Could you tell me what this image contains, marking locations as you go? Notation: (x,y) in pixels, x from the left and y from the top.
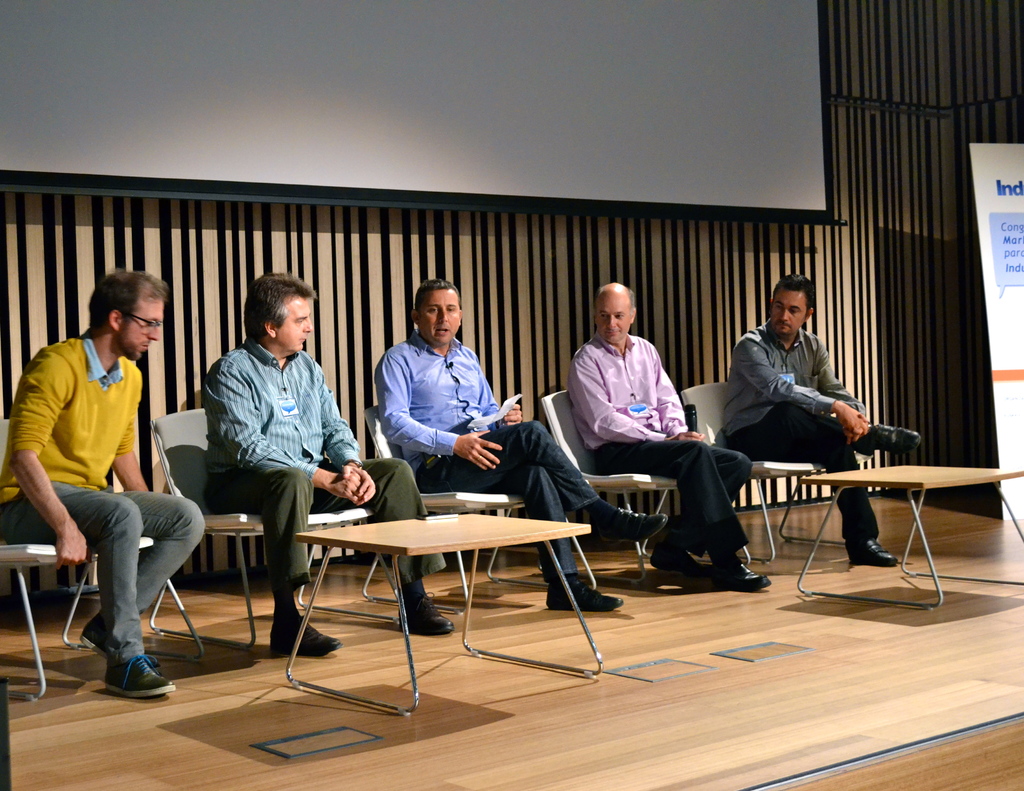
In this image, there are five persons (75,394) wearing clothes (46,369) and sitting on chairs (193,439) in front of tables (886,481). There is a screen (576,144) at the top of the image (570,91). There is a banner (1014,185) on the right side of the image (1015,275).
